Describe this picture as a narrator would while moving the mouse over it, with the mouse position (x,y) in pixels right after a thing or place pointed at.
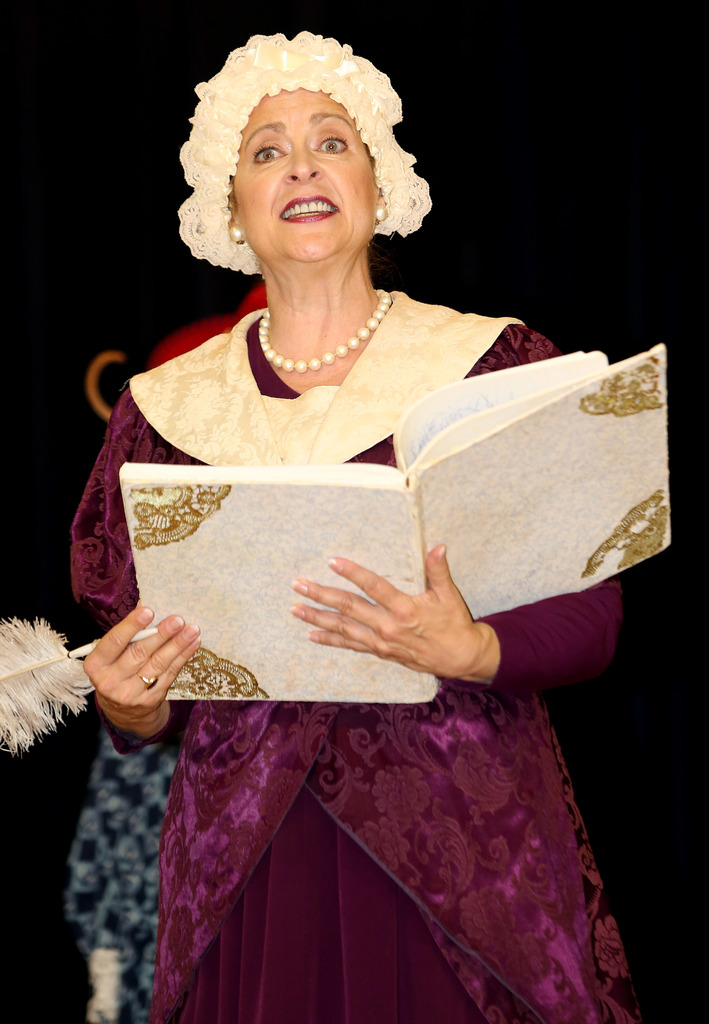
In this image we can see a lady person (310,815) wearing purple and gold color dress (321,784) holding some book (281,555) in her hands (381,577) and pen (55,694) wearing necklace (331,362) of pearls (304,371) and the background (27,993) is dark color.
